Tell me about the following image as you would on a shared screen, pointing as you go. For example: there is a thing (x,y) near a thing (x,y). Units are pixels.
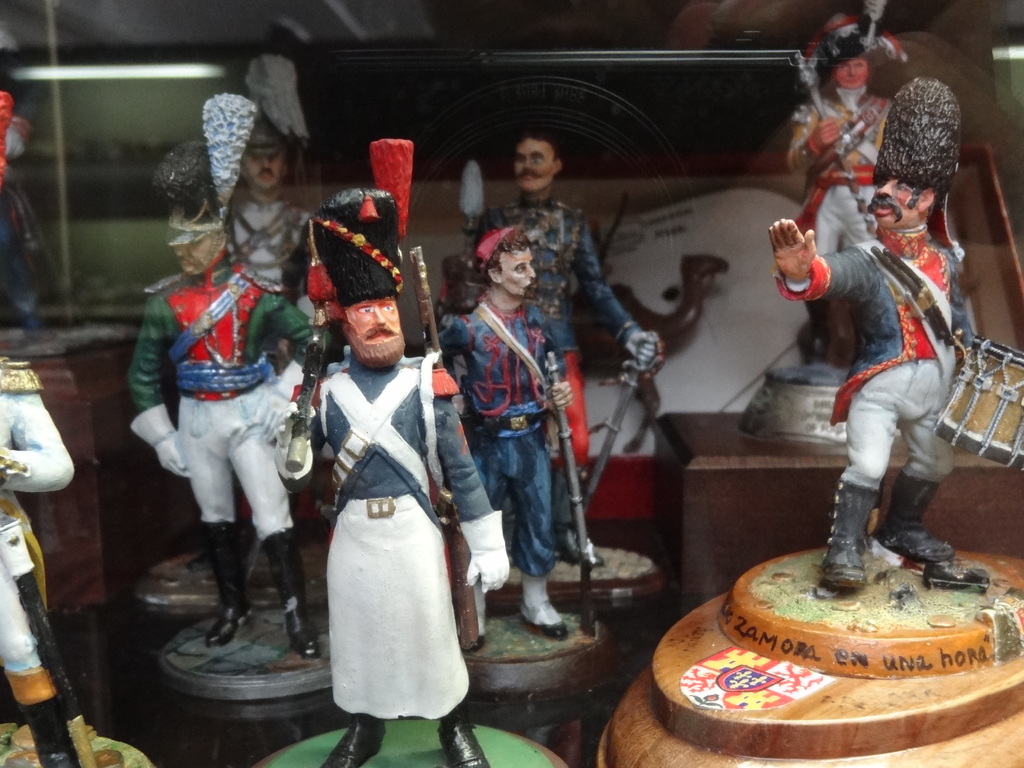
In this image we can see some toys (621,581), also we can see the text (902,657) on one toy (850,617).
